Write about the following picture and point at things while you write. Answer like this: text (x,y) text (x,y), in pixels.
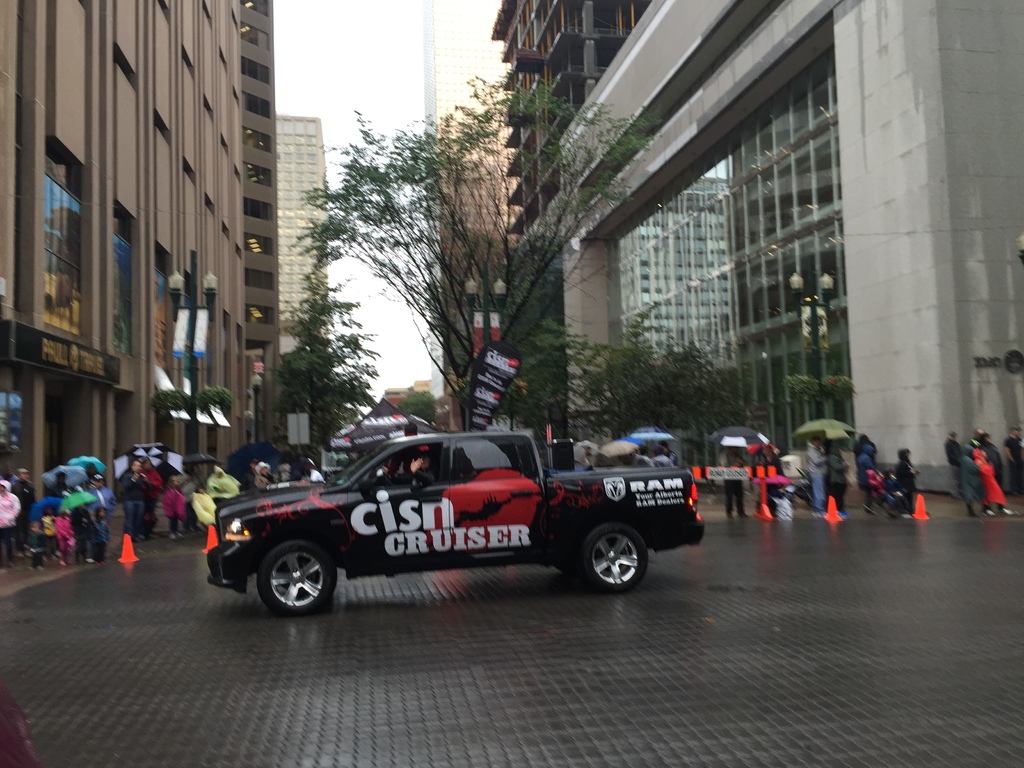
This image is clicked on the road (519,649). There is a car (415,500) moving on the road (165,551). There is text (491,534) on the car (472,550). Behind the car (599,532) there are cone barriers (127,546) on the road (139,542). On the either sides of the image there are buildings (287,212) and tree (634,395). There are people (183,484) standing on the road (574,728) and they are holding umbrellas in their hands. At the top (340,78) there is the sky (357,86).
